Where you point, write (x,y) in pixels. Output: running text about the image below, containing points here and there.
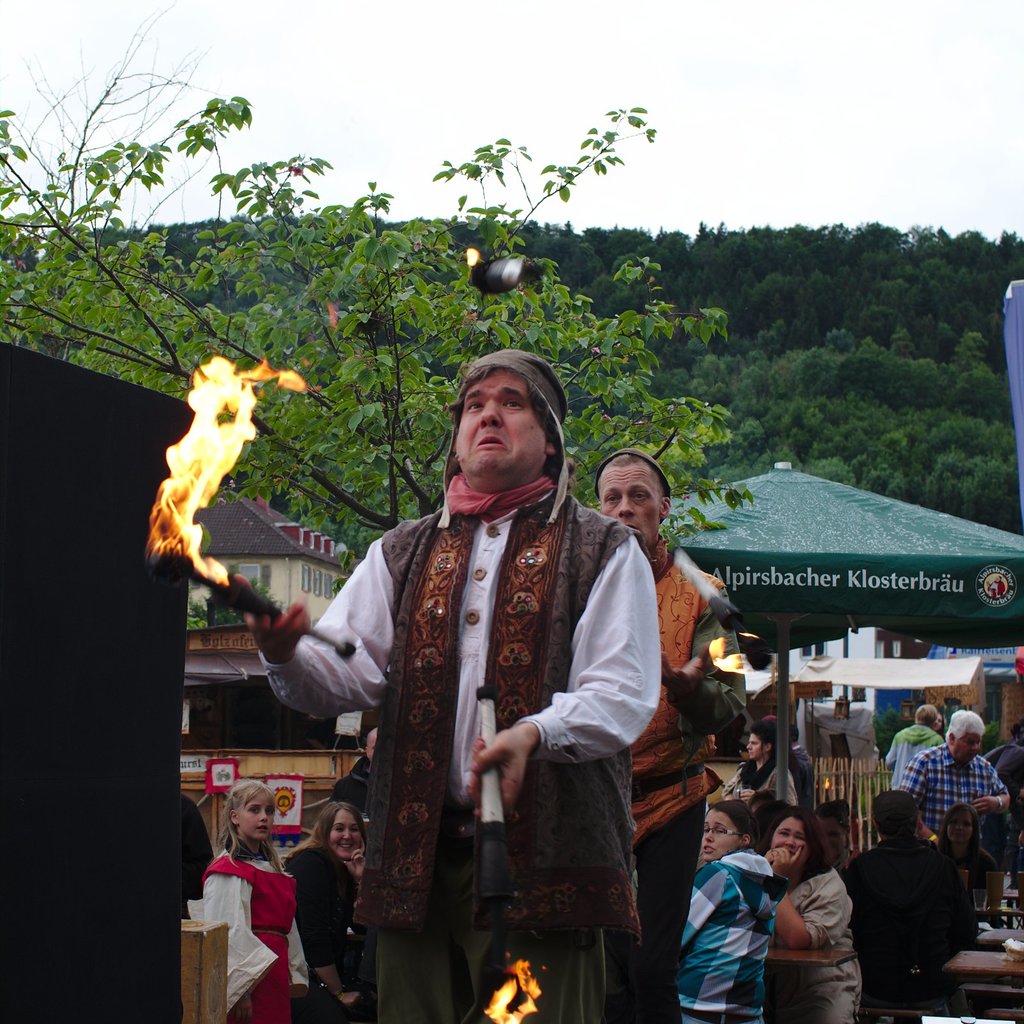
This image consists of tents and stalls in the middle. There is a person (540,936) holding fire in the middle (463,523). There are trees (76,240) at the top (556,260). There is sky (483,24) at the top (501,32).
